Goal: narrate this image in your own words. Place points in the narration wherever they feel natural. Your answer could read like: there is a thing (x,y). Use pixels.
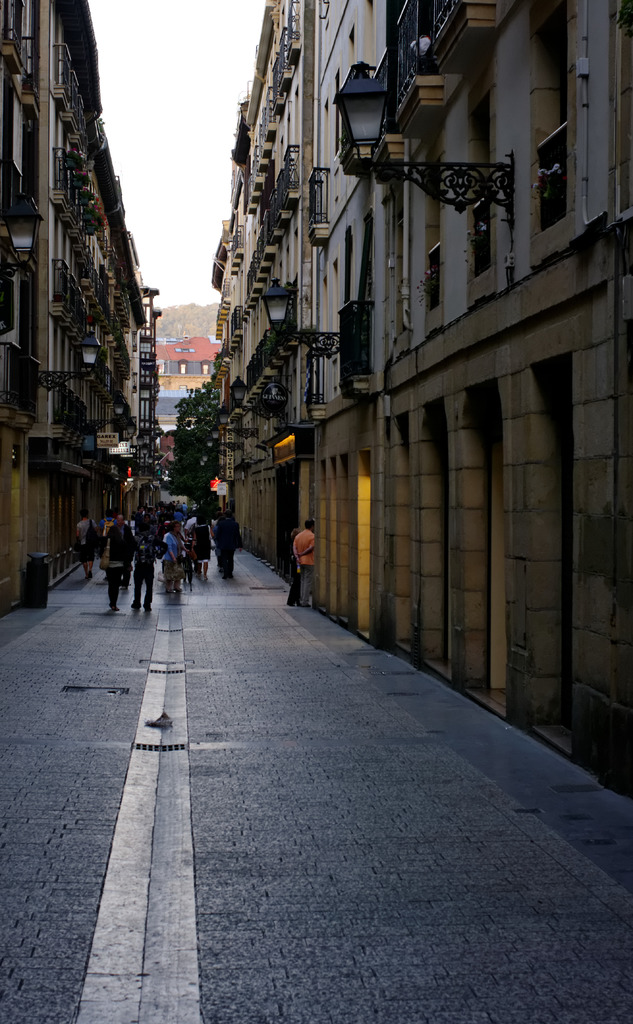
In this image in the middle (236,541), there are many people (105,524). On the left (76,343) and right there are buildings (297,278). At the bottom (273,874) there is road (235,871). In the background (207,344) there are houses (184,379), hill (198,316) and sky (190,135).
